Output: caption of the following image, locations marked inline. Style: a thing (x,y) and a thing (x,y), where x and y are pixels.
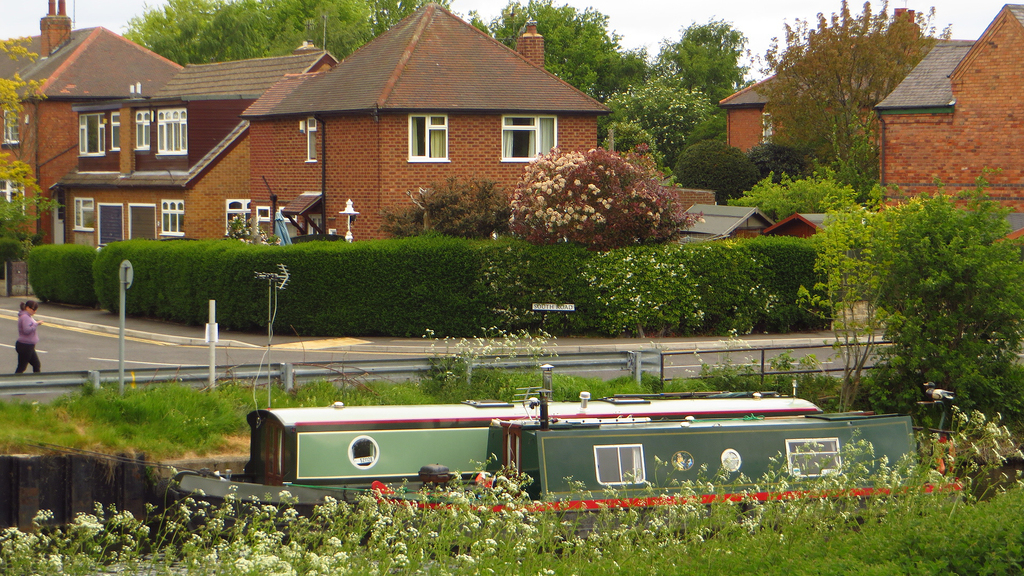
There are plants (351,534) having flowers (91,527) and there are boats (677,471). In the background (883,388), there are boats (664,461), there are trees (1002,304), plants (976,234) and grass (126,428) on the ground (130,429) near a fencing (29,383), there is a person (22,322) walking on the road (129,356), there are plants (495,209), trees (519,181), buildings (533,103) which are having windows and roofs (37,79) and there is sky (776,16).
